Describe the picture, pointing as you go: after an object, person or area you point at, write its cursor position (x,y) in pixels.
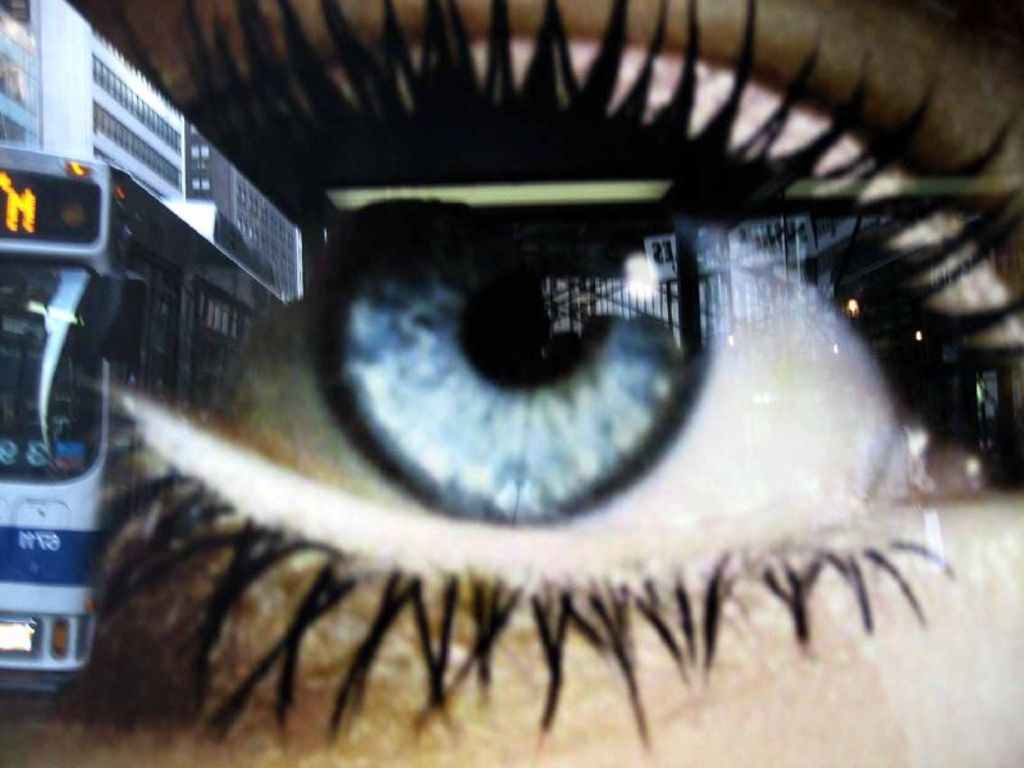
In this we can see picture of an eye (513,376), on the left side of the image (108,277) we can find a bus (108,277) and few buildings (118,154).
